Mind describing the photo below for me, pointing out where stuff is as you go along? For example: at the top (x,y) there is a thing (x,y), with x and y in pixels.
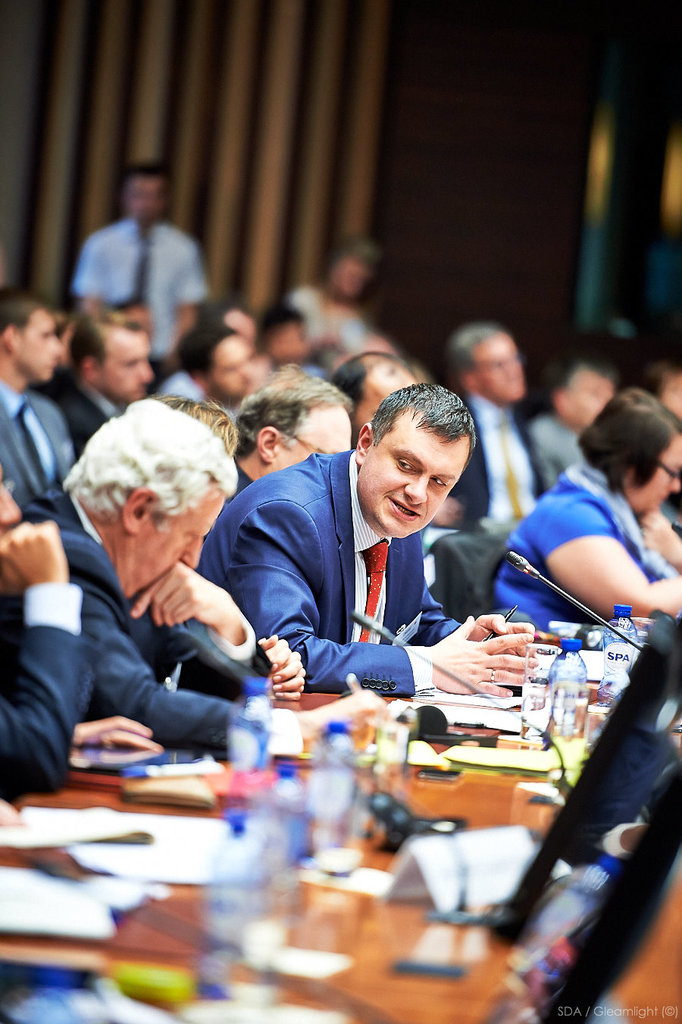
At the bottom of the image (310,908) on the table (326,931) there are bottles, glasses (392,779), papers (420,765), name boards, mics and some other things (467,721) on it. And there are many people (172,403) sitting. Behind them there is a blur background (532,190).
